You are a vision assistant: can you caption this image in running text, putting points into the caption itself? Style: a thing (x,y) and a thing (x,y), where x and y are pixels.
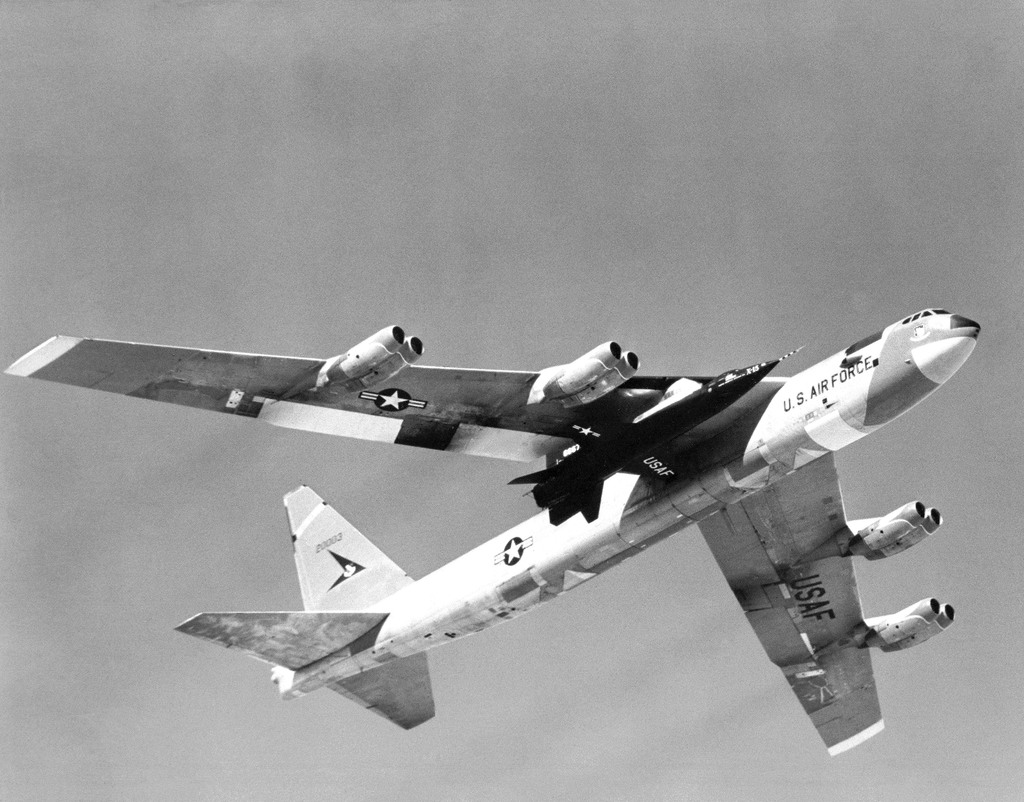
As we can see in the image there is a white color plane (630,480) and sky (424,155).
